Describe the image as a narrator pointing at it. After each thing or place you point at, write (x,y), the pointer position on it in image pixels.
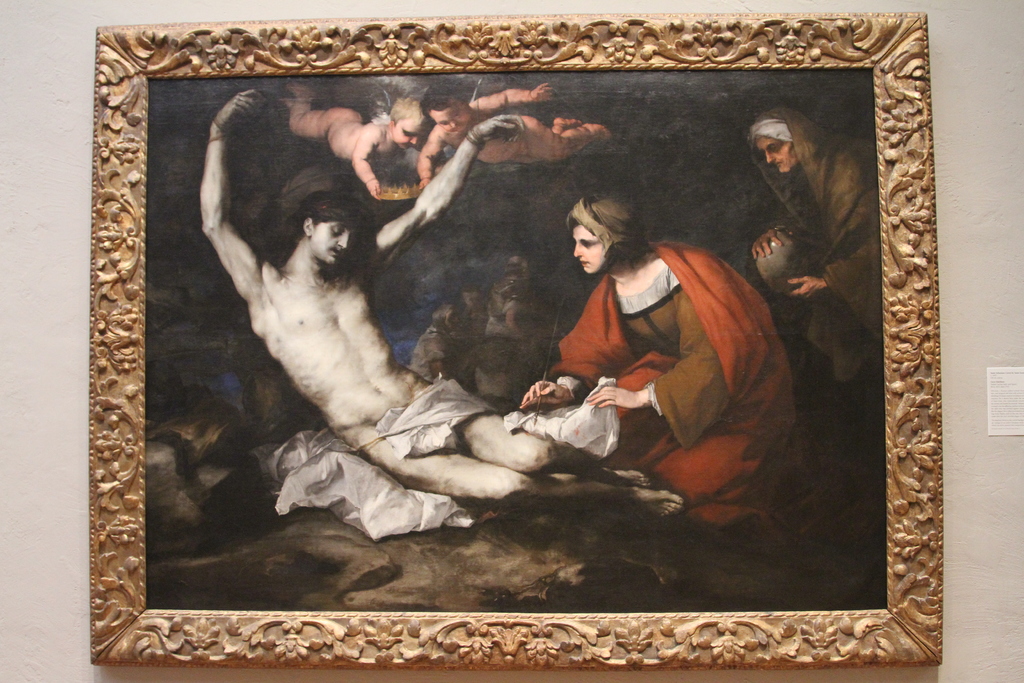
In this picture there is a frame (897,436) on the wall (10,422) and in the frame (915,438) there is a painting image (487,299) in which there are persons (670,301).
